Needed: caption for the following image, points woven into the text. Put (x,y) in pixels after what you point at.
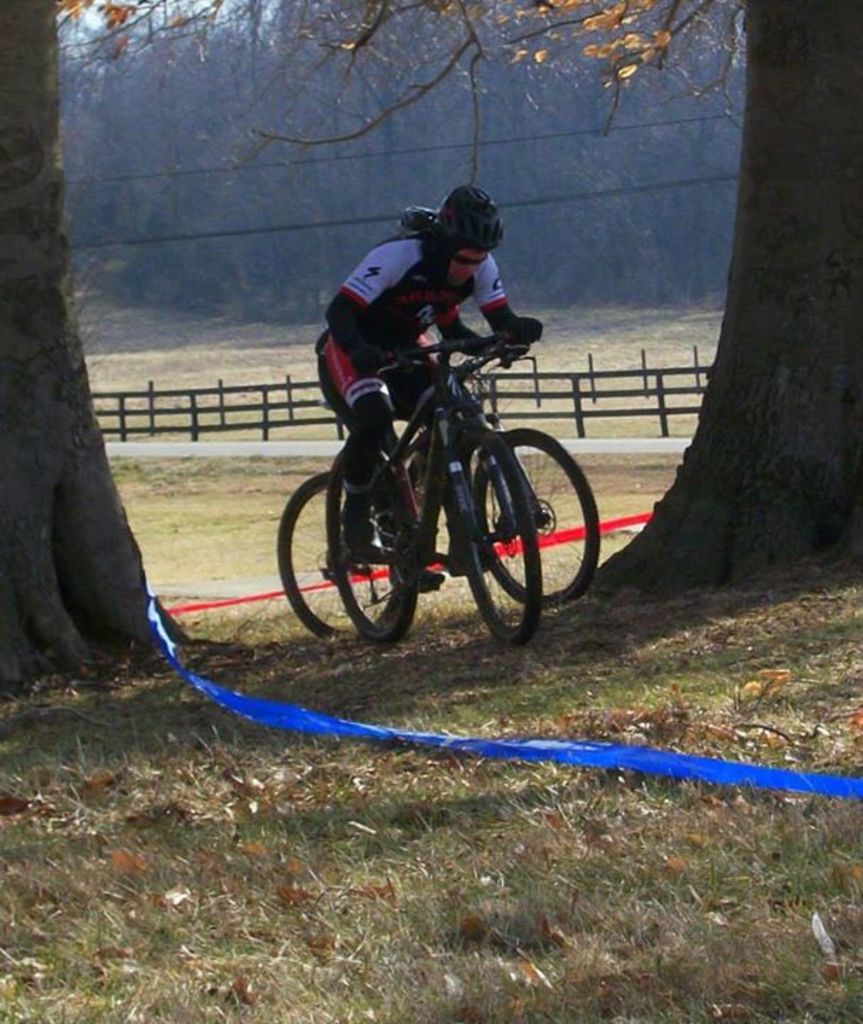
This image is taken outdoors. At the bottom of the image (338,891) there is a ground (540,909) with grass (634,675) on it and there are a few dry leaves (606,727) on the ground (401,706). There are two ribbons (636,752) which are blue and red in colors. There are many trees (251,195) and there is a railing (304,385). On the left (55,352) and right sides of the image there are two trees (19,265). In the middle of the image (408,437) a person (390,398) riding on the bicycle (471,539).
